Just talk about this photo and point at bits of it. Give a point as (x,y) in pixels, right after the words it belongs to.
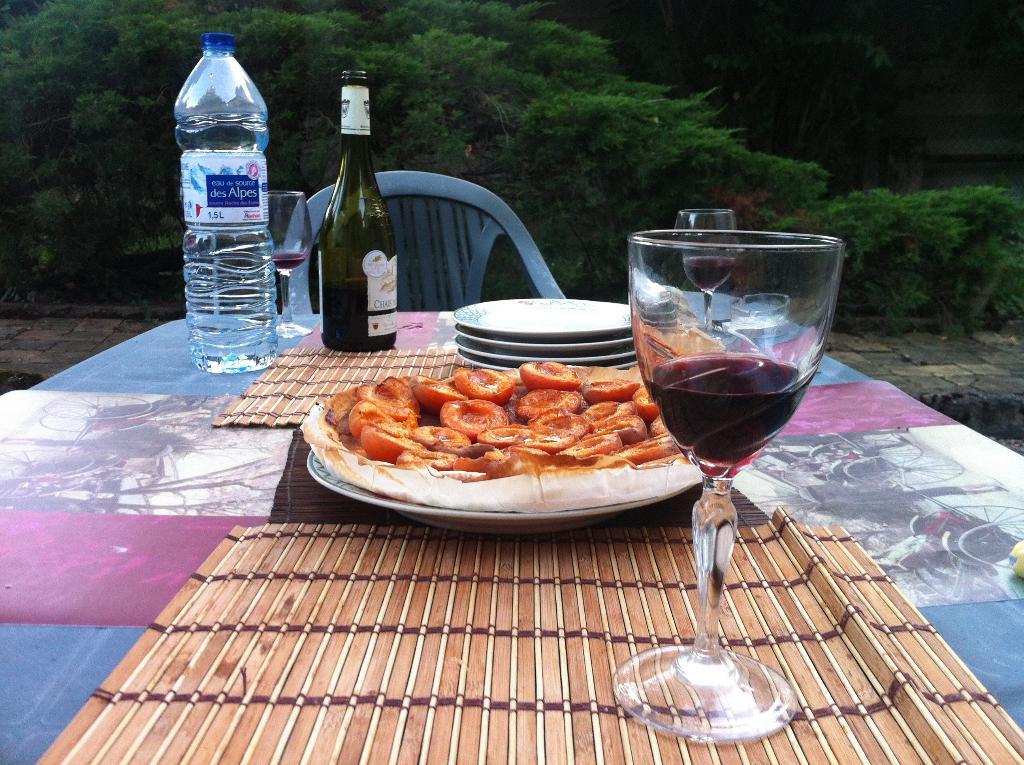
There is a food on table (609,561) with alcohol bottle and water bottle (235,286) and wine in glass (793,698).
